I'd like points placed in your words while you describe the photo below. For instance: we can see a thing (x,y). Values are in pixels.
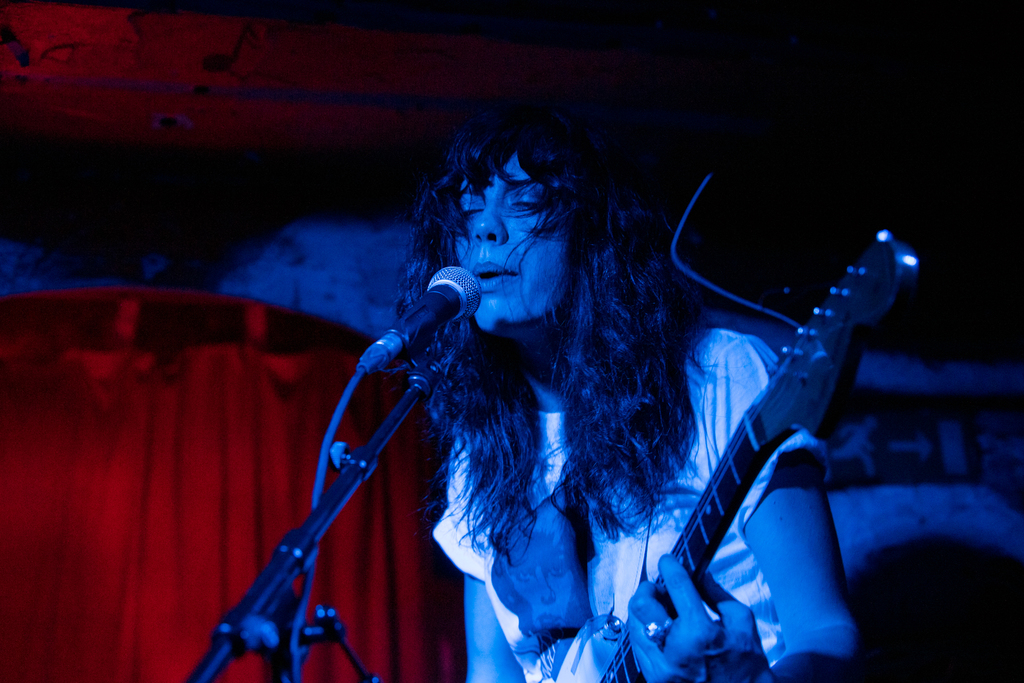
This image is clicked in a musical concert. There is a woman (495,469) in the middle (551,404). She is playing guitar (582,677). There is a mic (453,272) in front of her. On the left side (201,441) there is red curtain (219,496).
